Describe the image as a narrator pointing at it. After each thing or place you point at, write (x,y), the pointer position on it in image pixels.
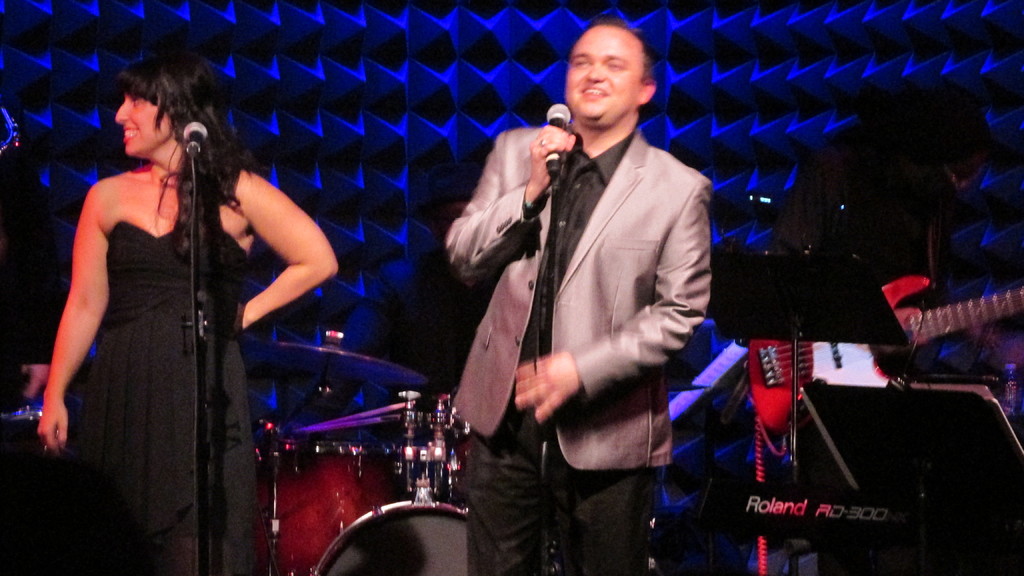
There is a person (602,301) wearing suit (613,292) is standing and speaking in front of a mic (555,169) and there is another lady (225,328) standing beside him and there is a mic (195,147) in front of her and there are few musical instruments (776,366) behind them and the background (424,72) is blue in color.
